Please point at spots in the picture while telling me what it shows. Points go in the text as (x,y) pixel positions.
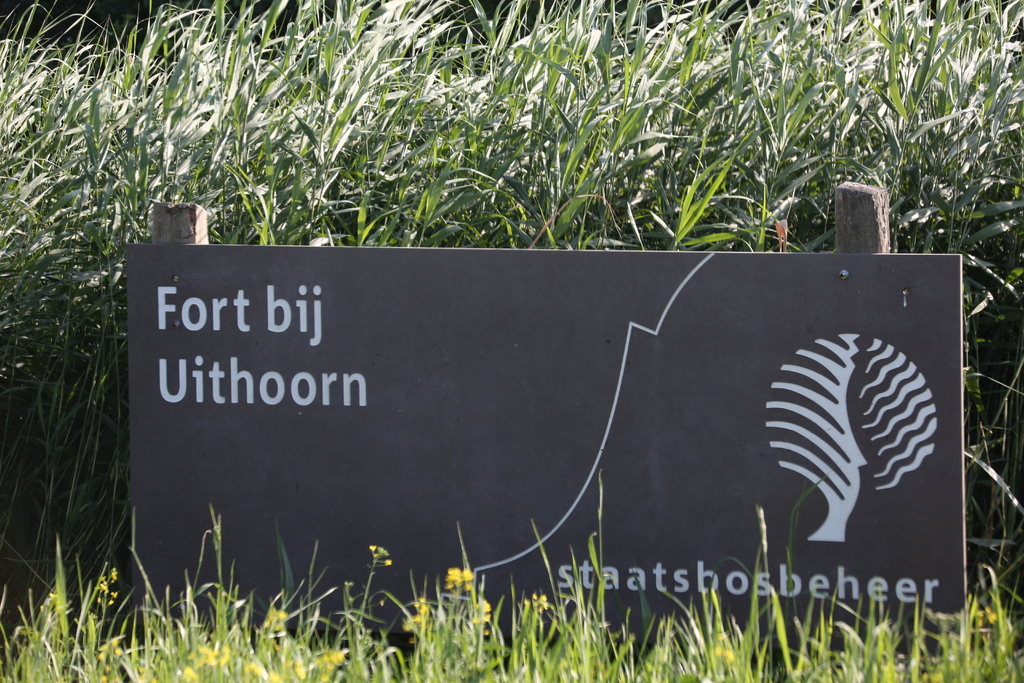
In this image we can see flowers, plants (429,191), also we can see a board (422,341) with text (278,382) and image (813,460) on it.
